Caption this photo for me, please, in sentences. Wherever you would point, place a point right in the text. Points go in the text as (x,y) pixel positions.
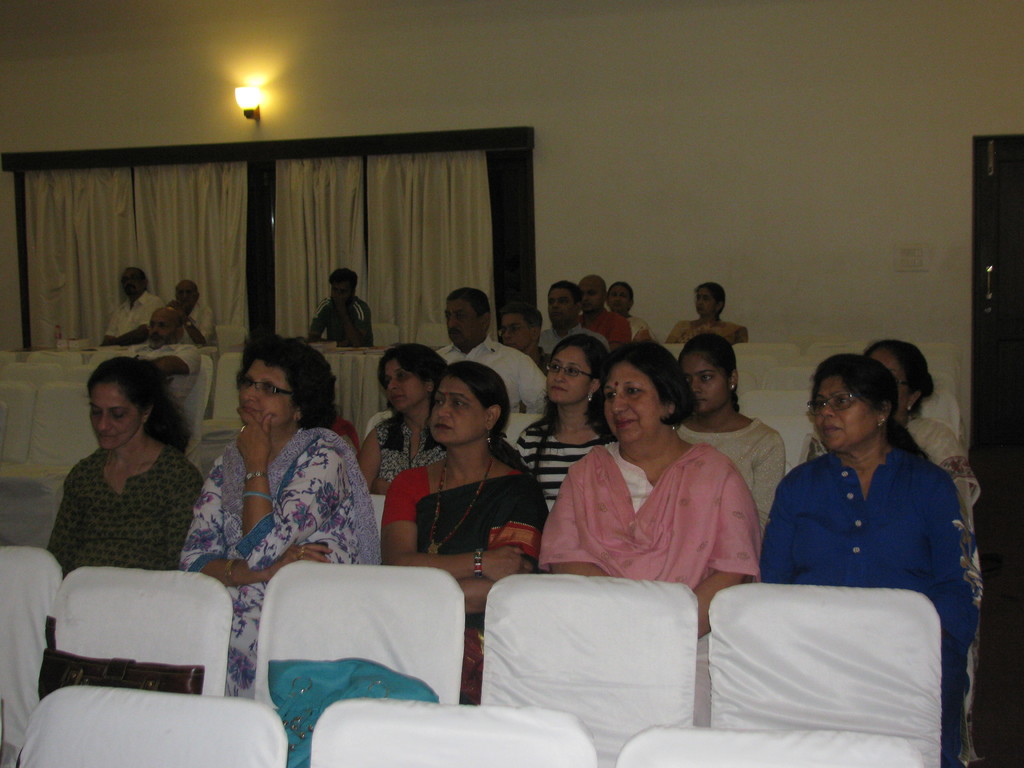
In this image we can see some persons (521,408), chairs (20,441) and other objects (305,715). In the background of the image (396,214) there is a wall (578,191), curtains (212,243), windows (27,266), light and other objects (983,161). At the bottom of the image (302,614) there are chairs (776,708) and other objects (49,681). On the right side of the image (738,82) there is a wall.
